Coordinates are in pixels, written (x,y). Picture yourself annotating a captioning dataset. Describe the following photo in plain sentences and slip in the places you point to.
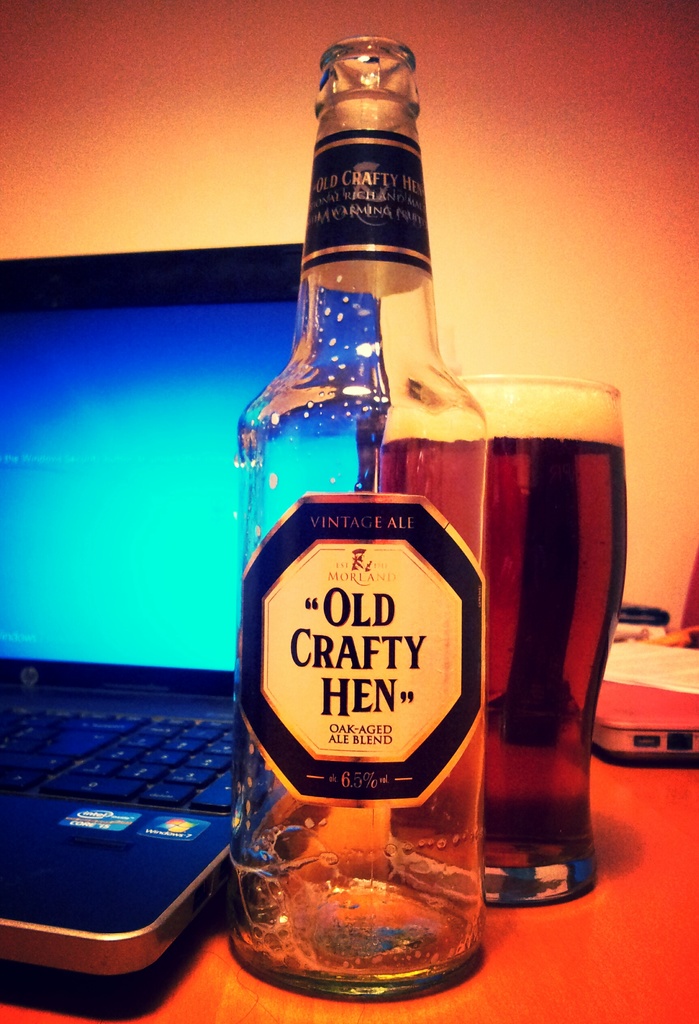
In this image we can see a beer bottle (403,280) and glass (565,520), and at side here is the laptop (99,493) on the table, and some objects (649,653) on it.
